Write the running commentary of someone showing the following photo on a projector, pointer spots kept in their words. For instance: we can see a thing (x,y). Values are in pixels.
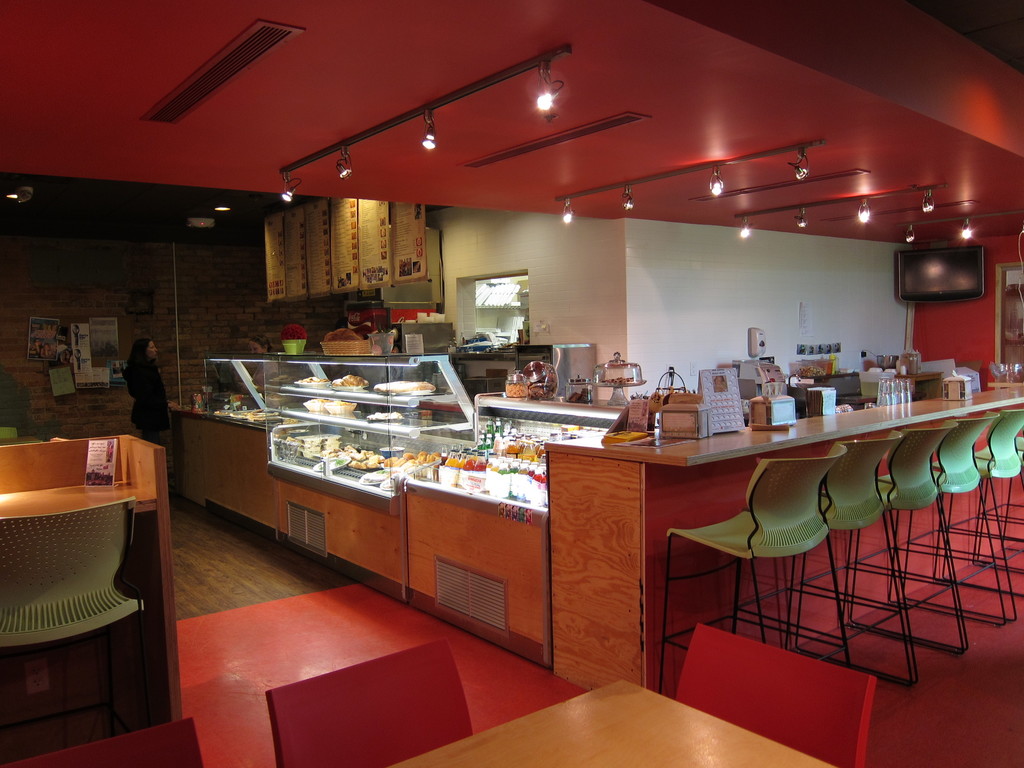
This picture is clicked inside. In the foreground (552,763) we can see the red and green color chairs (345,686), wooden tables (59,489). On the left (130,352) there is a person (152,382) standing on the ground (188,617). In the center (545,507) we can see the cabinets (338,433) and food items (339,437) and we can see there are many number of objects (670,404) placed on the top of the counter (939,401). At the top (673,113) there is a roof (695,84) and we can see the lights (713,162). In the background (920,289) there is a wall mounted television (957,267) and we can see the picture frames (80,344) hanging on the wall (159,283).
